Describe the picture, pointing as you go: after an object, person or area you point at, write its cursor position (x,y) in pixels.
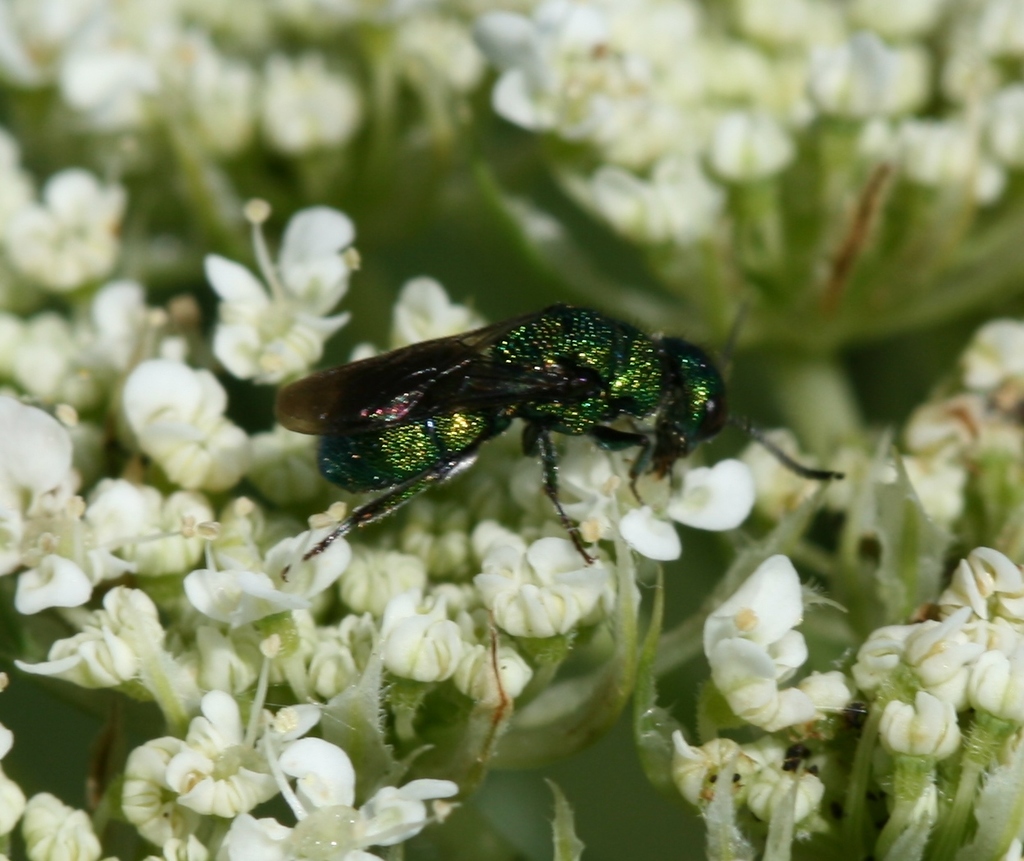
In the image there is a wasp (685,410) standing on white flowers (190,403).
